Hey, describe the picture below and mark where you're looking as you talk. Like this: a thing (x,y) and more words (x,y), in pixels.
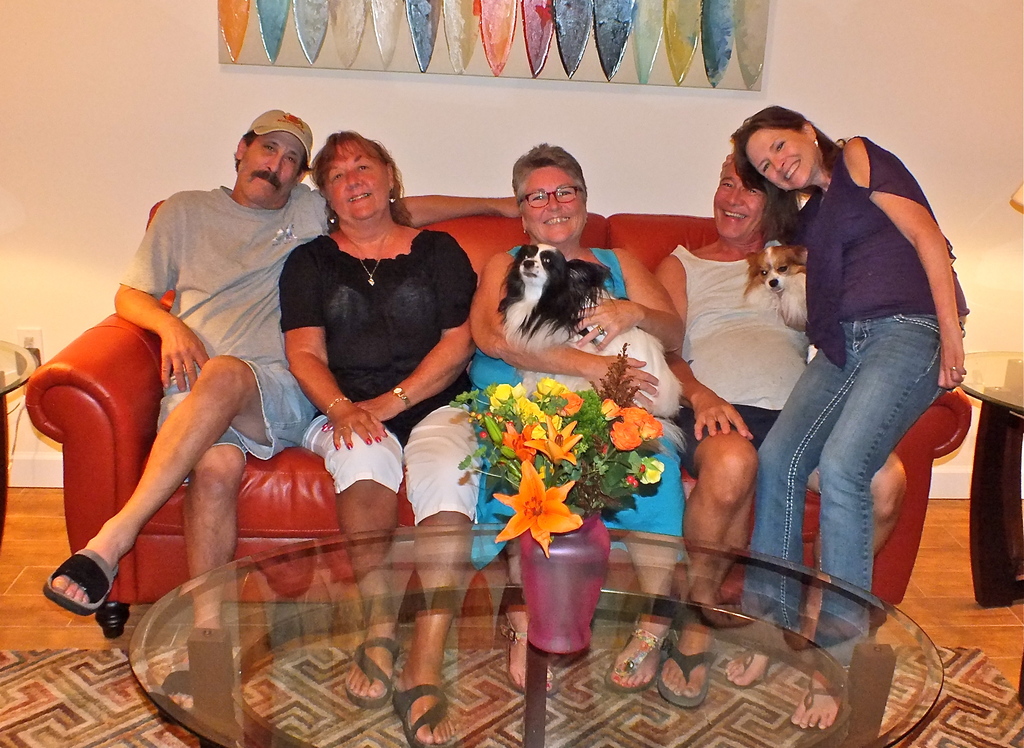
In this image I can see few people (574,187) are sitting on a sofa (803,529) and also few of them are holding animals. Here on this table (843,726) I can see a plant (543,506) in a vase (593,551).
